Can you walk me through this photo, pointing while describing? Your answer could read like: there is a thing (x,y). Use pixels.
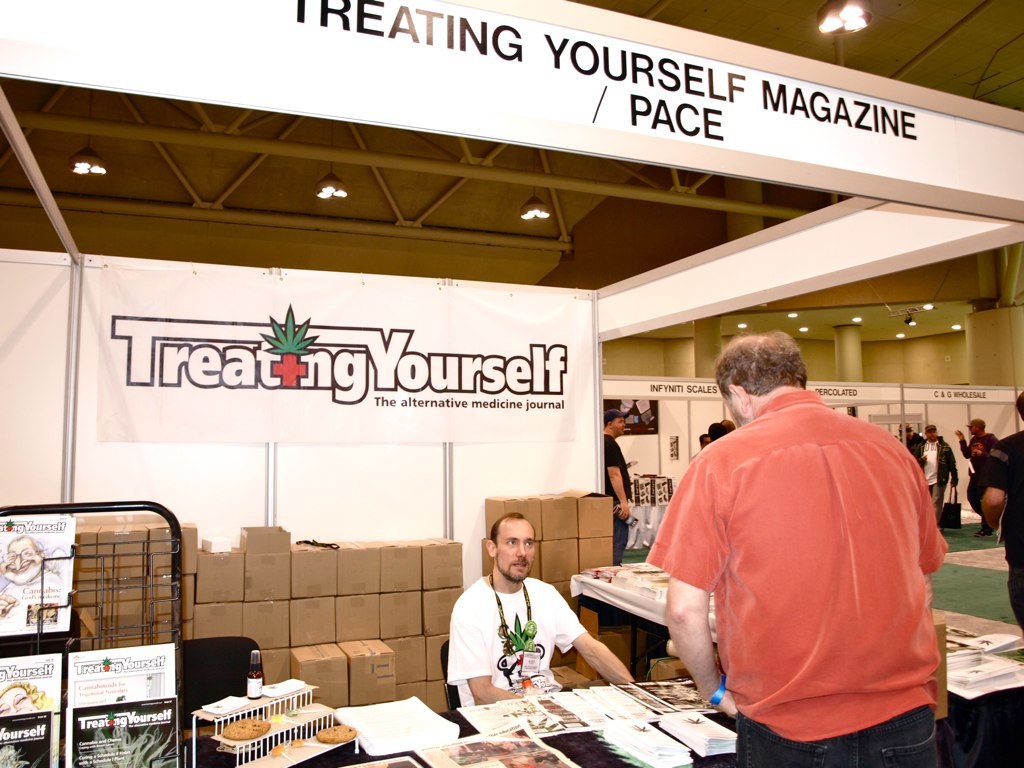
In this picture there are two people (902,739) one is sitting on the chair (453,686) in front of the table (199,745) and other is standing before the table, there is treating yourself poster (387,320) above the area of the image and boxes of stock (160,549) behind the man (507,529) at the left side of the image (91,559) and there are other people (1009,517) those who are walking in the area at the right side of the image (924,465).
